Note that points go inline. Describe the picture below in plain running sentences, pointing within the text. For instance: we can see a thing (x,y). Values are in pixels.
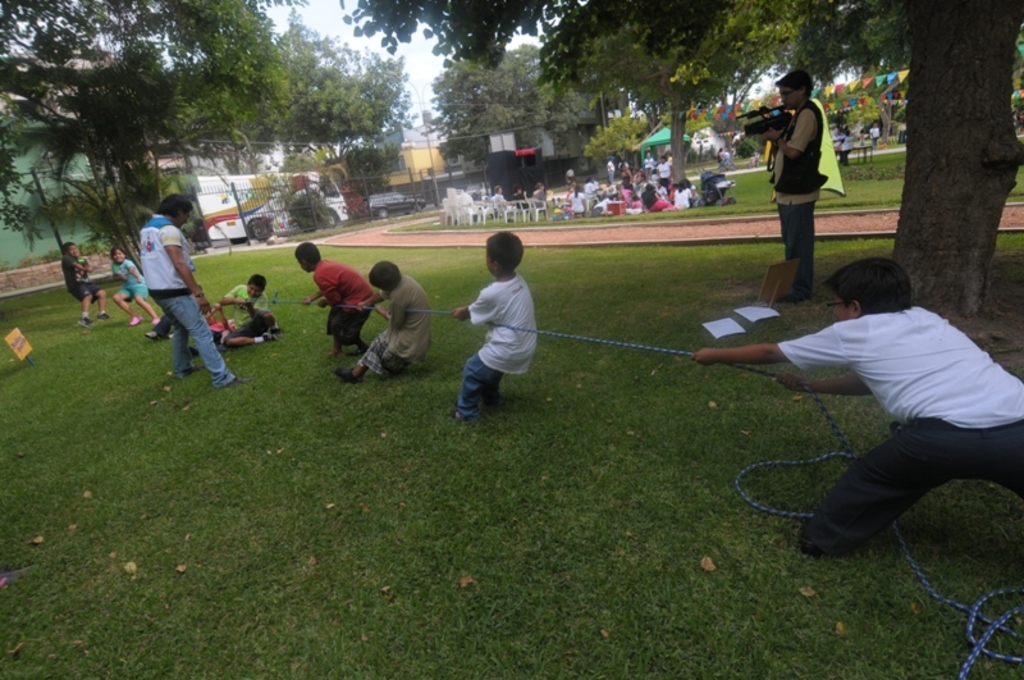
In this picture we can see a group of people (86,309) where some are holding a rope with their hands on the grass (859,435) and some are sitting on chairs (469,199) and a man (794,83) holding a camera (787,112) with his hand (767,135), papers (760,307), boards (778,275), trees (364,137), buildings (408,154), vehicles (313,179), decorative flags (724,106), tent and some objects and in the background (328,19) we can see the sky (407,56).
